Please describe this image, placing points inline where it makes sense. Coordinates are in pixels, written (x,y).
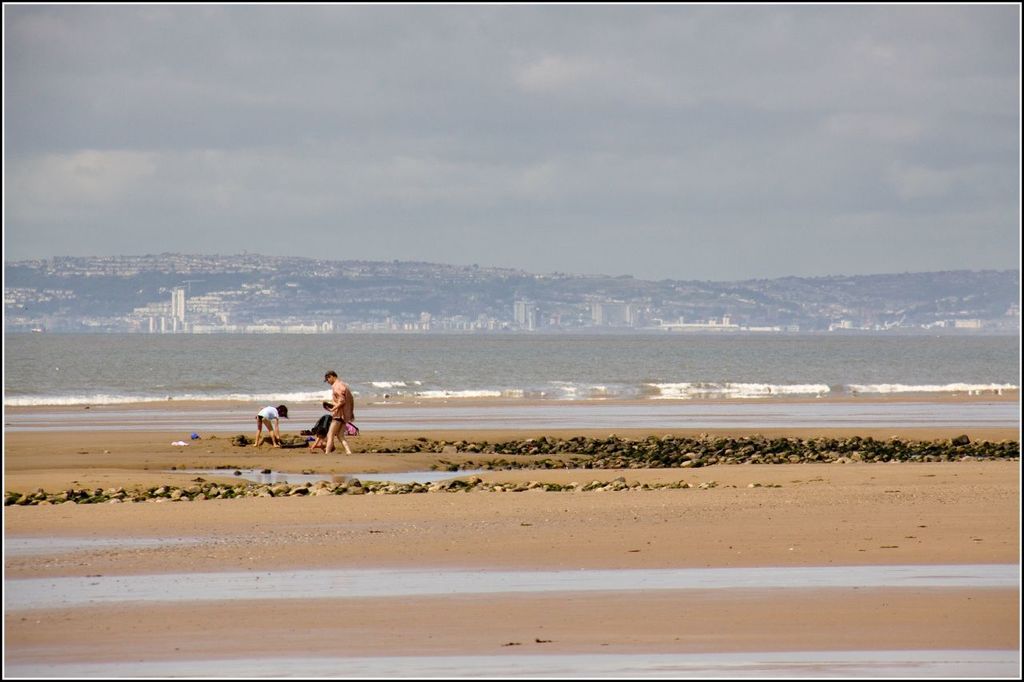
In this picture there is a man (330,445) who is wearing shorts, standing on the beach (237,444). Here we can see many stones (455,485). In the background (588,326) we can see buildings (512,322), trees (536,284) and mountain (122,290). Here we can see water (162,357). On the top (602,69) we can see sky (676,53) and clouds (573,84).
